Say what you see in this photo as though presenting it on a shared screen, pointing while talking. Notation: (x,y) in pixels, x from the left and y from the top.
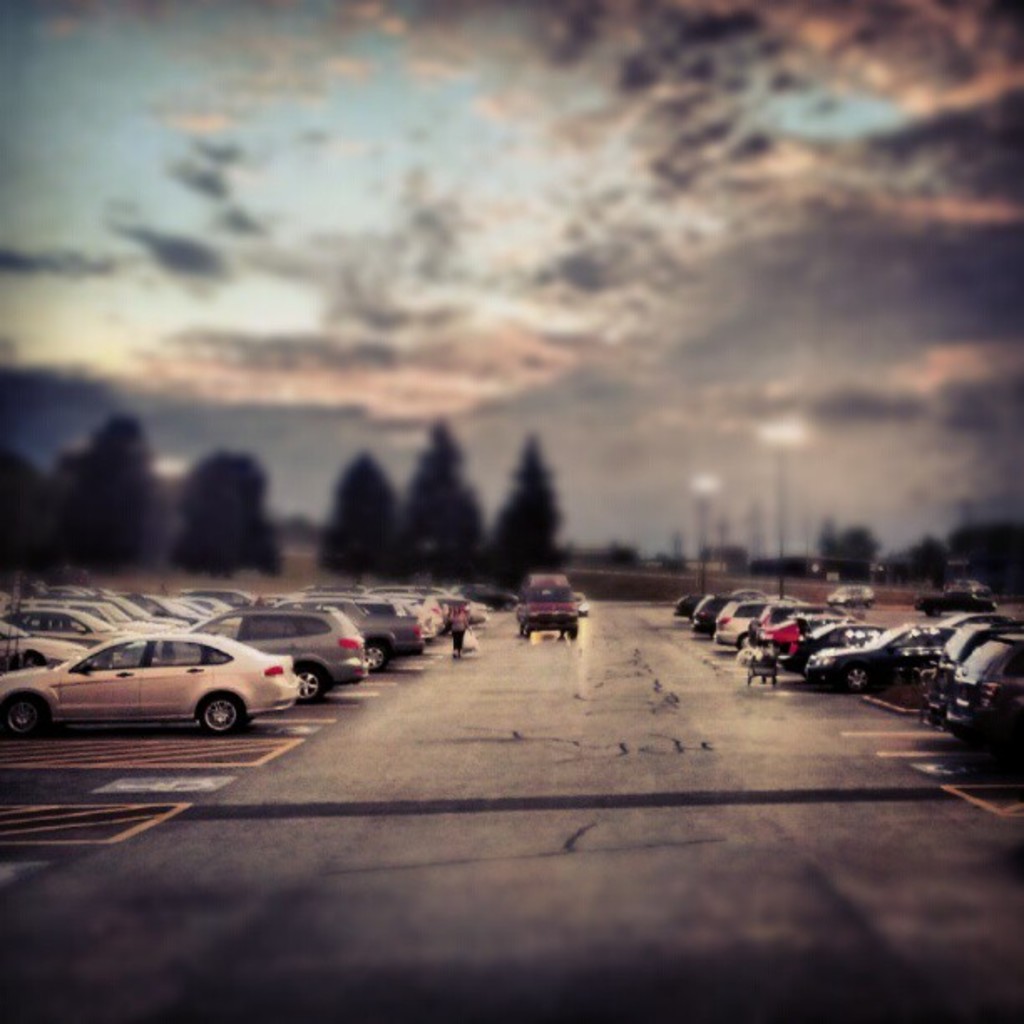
In this image I can see the sky (523,278) and trees (23,555) and vehicles (78,680) parking on the road (395,846).
